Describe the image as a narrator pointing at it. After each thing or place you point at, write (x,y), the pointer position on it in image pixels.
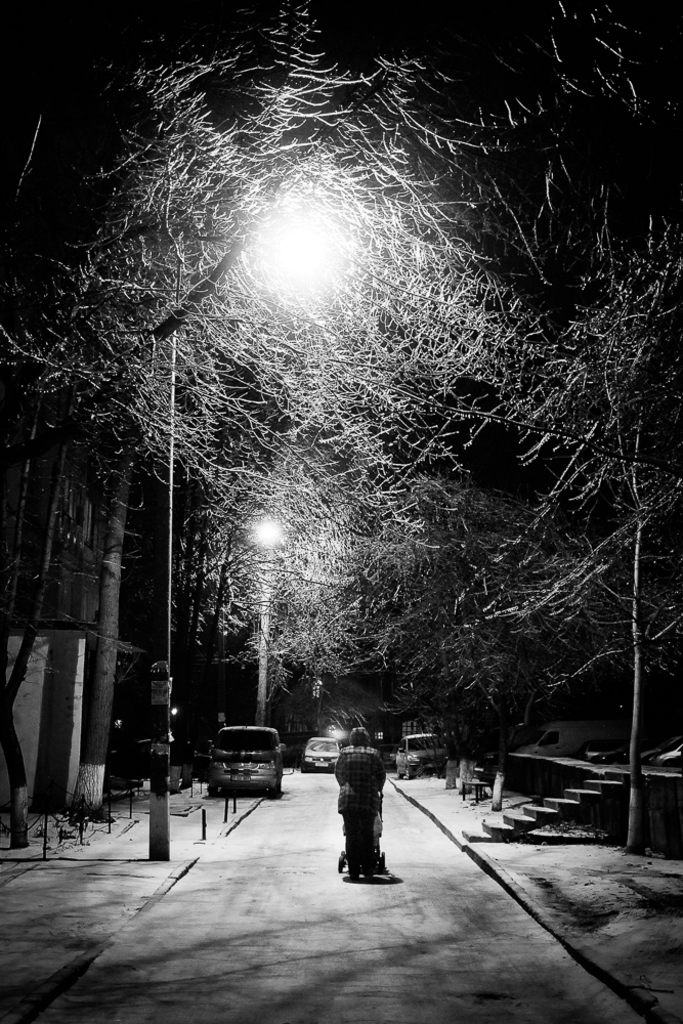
In this image in the center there is a person (373,811) walking and in the background (264,570) there are trees (306,549) and there are vehicles (329,744), poles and on the right side (563,797) there is a staircase (552,800).
